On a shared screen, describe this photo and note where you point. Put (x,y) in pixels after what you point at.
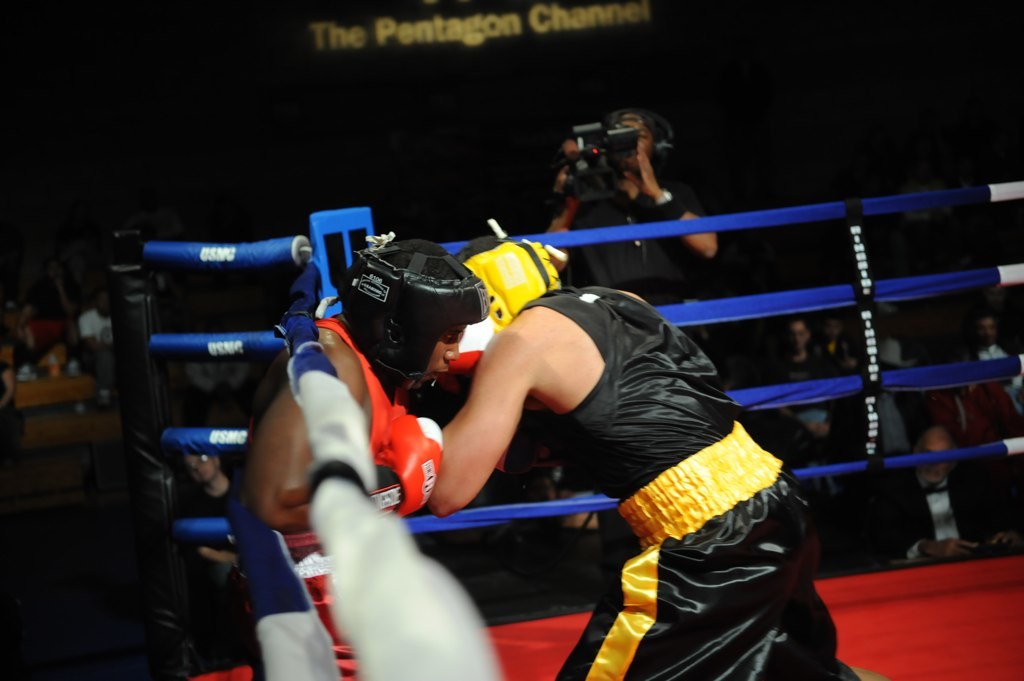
In this image in the foreground (370,514) there are two persons (733,495) who are fighting, and they are in boxing ring (906,371). And in the background (654,190) there is one person (654,176) holding camera (589,145), and also there are group of people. At the top of the image (416,24) there is some text (350,36) visible and at the bottom (937,638) there might be a carpet (531,628).
